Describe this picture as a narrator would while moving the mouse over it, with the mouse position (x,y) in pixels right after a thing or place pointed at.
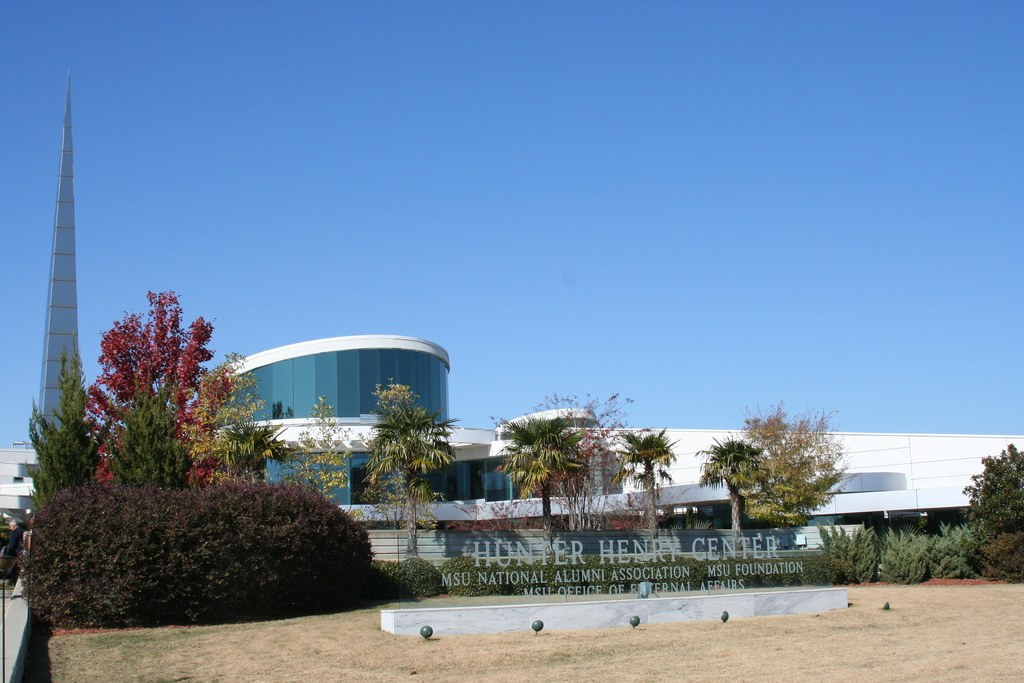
In this picture we can see a building (431,476) in the background (459,503), there are some trees (766,495) here, we can see shrubs (231,549) on the left side (218,550), there is a tower (69,305) here, we can see the sky (394,132) at the top of the picture (442,130).
